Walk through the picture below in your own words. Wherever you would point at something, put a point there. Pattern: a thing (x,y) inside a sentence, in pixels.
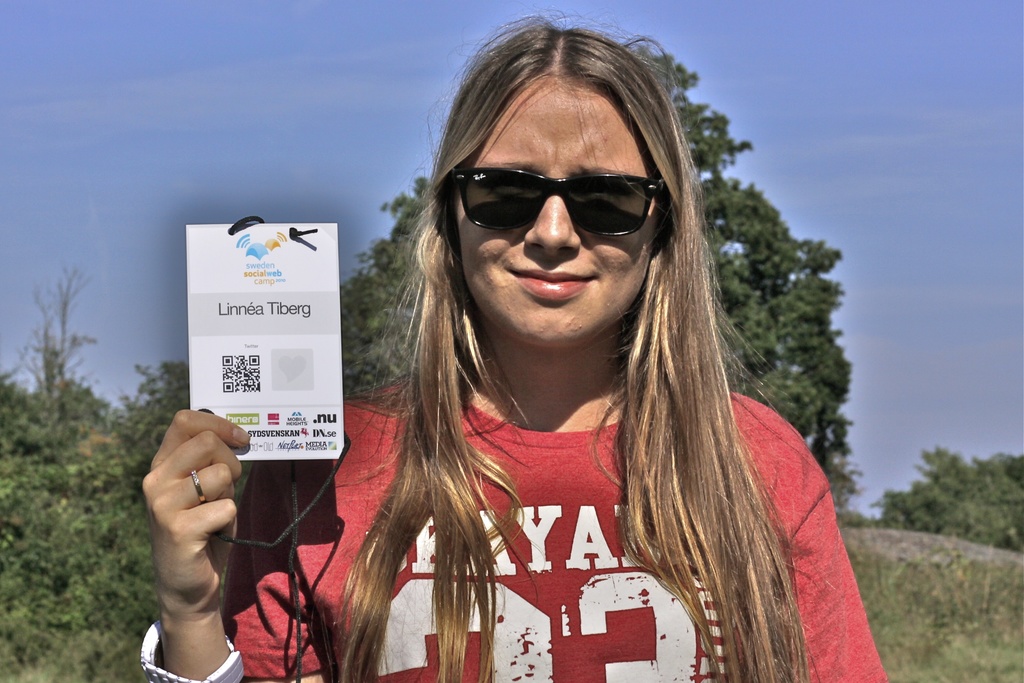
This picture is clicked outside. In the foreground (570,360) we can see a woman (538,484) wearing t-shirt (389,457), holding a white color object (283,306), smiling and standing. In the background (884,106) we can see the sky (872,121), trees (13,460), plants (88,603) and the grass (908,598) and we can see some other items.
